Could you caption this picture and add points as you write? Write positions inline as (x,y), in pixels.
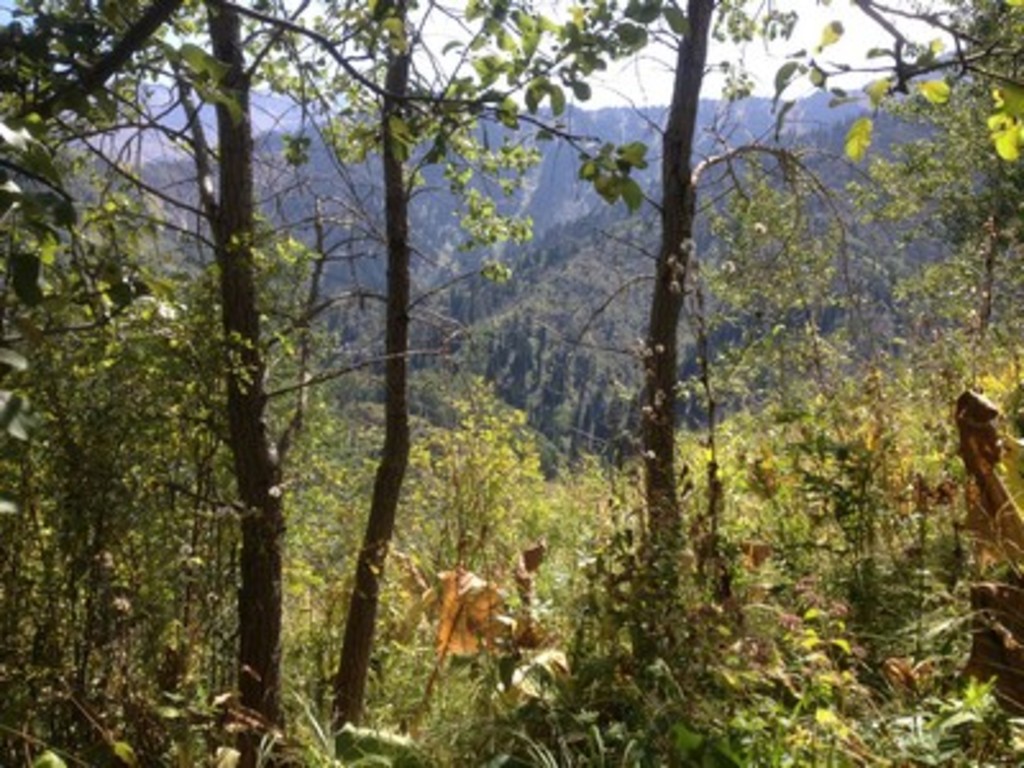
This picture shows few trees (51,164) and we see a cloudy sky (813,19).
